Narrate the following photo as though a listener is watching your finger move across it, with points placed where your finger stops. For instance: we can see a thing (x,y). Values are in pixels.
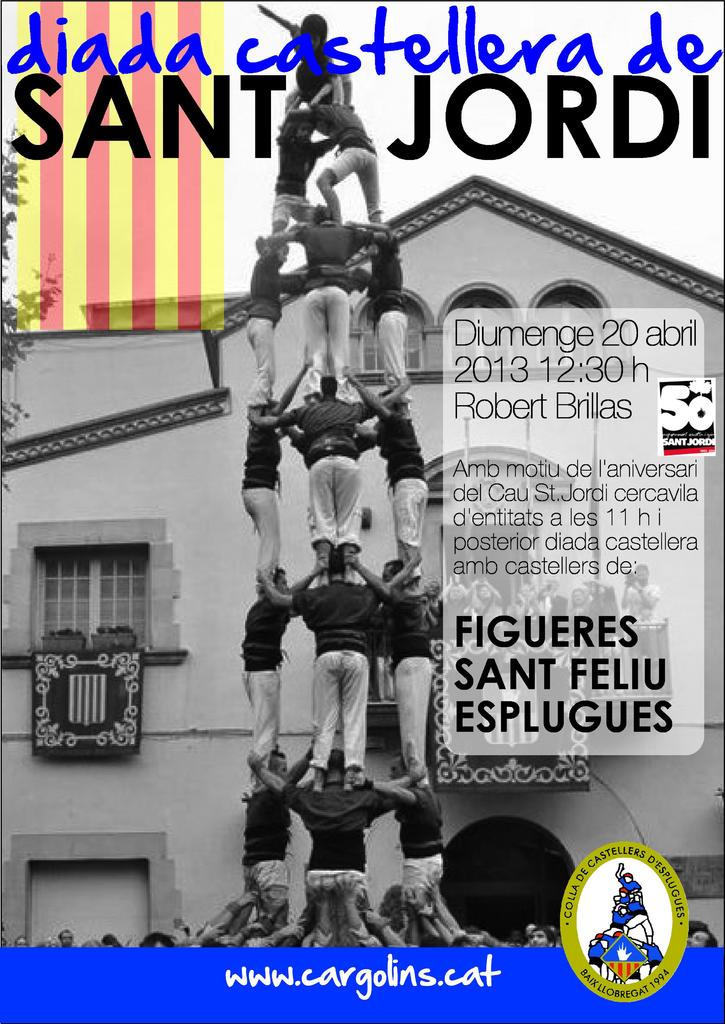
This is an image of the poster (437,670) where we can see people (262,611) preparing a tower (319,613) climbing one above the other, behind them there is a building (23,636) also there is some text (378,12) on the top (418,122).
